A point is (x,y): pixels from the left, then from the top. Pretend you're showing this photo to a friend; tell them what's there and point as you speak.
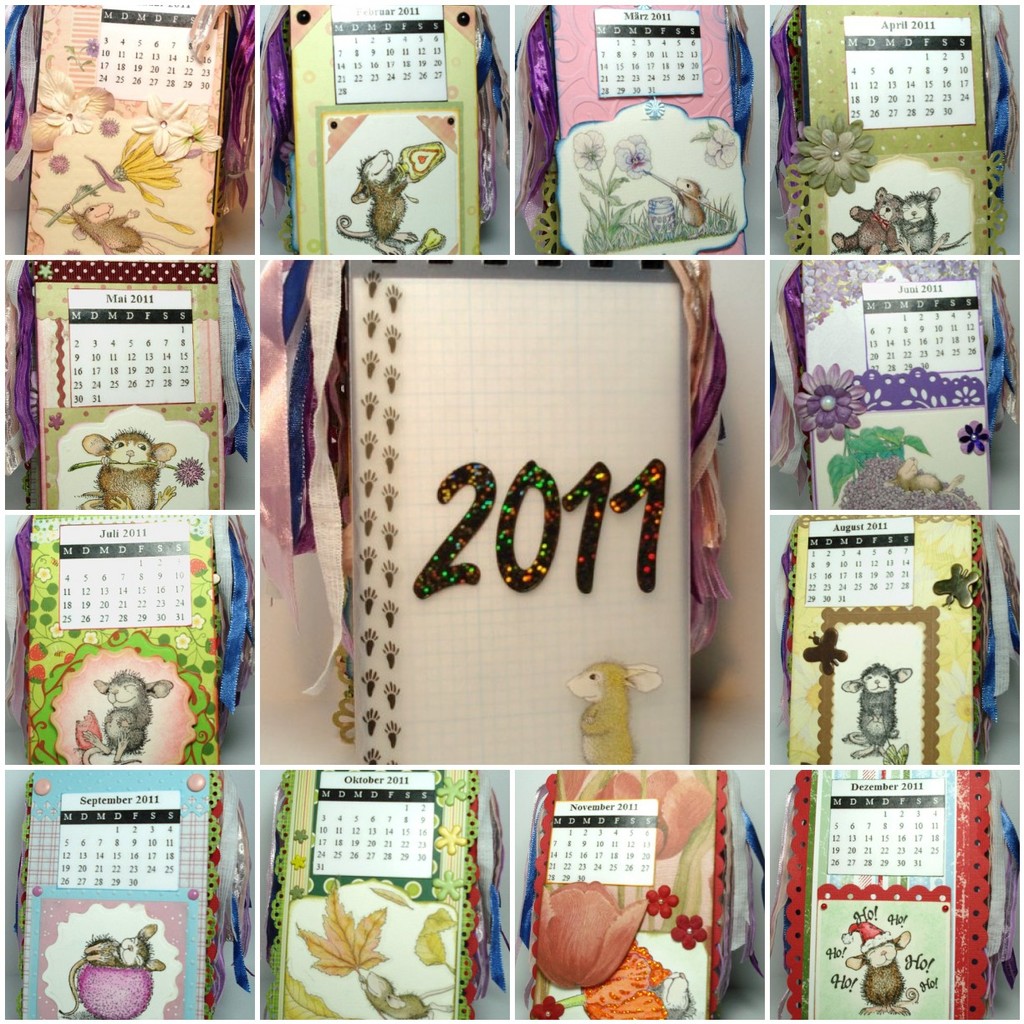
In this picture, it seems like a collage of calendar (495,564).
